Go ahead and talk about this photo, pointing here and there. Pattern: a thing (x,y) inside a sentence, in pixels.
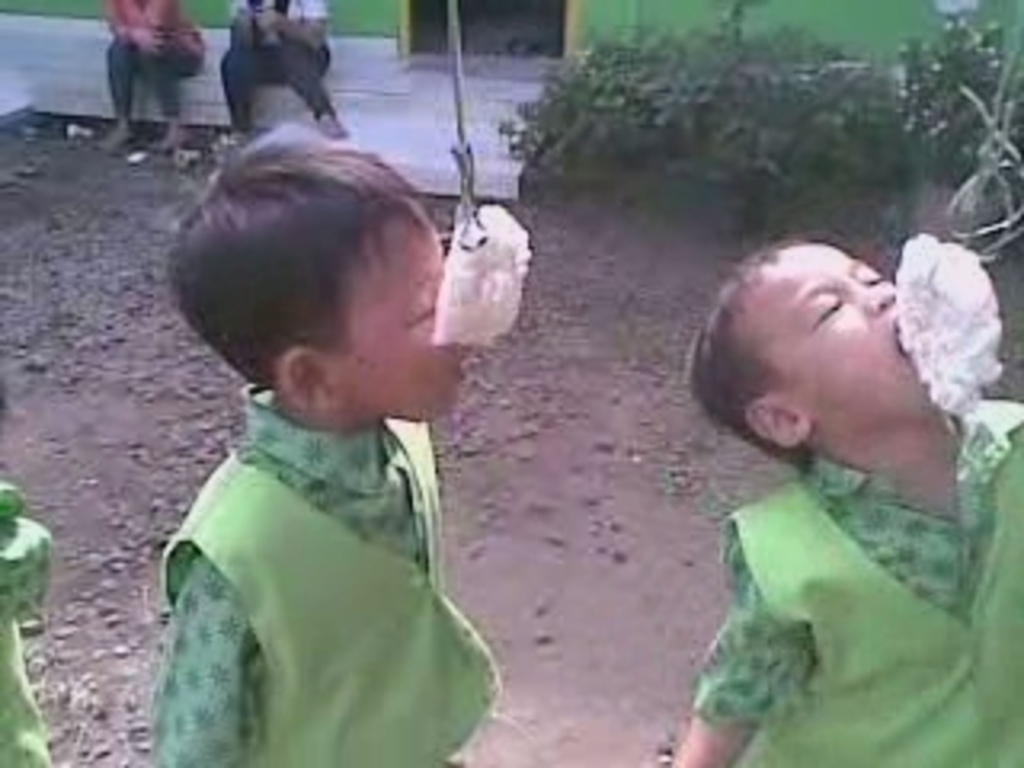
In this picture I can see there are two kids (354,484) standing, there is some food (508,285) tied to rope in front of them, in the backdrop (211,44) there is a building (333,81) and it has a door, plants (702,166) and there is soil (591,529) on the floor (508,540), with few stones (152,514). The backdrop of the image (434,51) is blurred.
